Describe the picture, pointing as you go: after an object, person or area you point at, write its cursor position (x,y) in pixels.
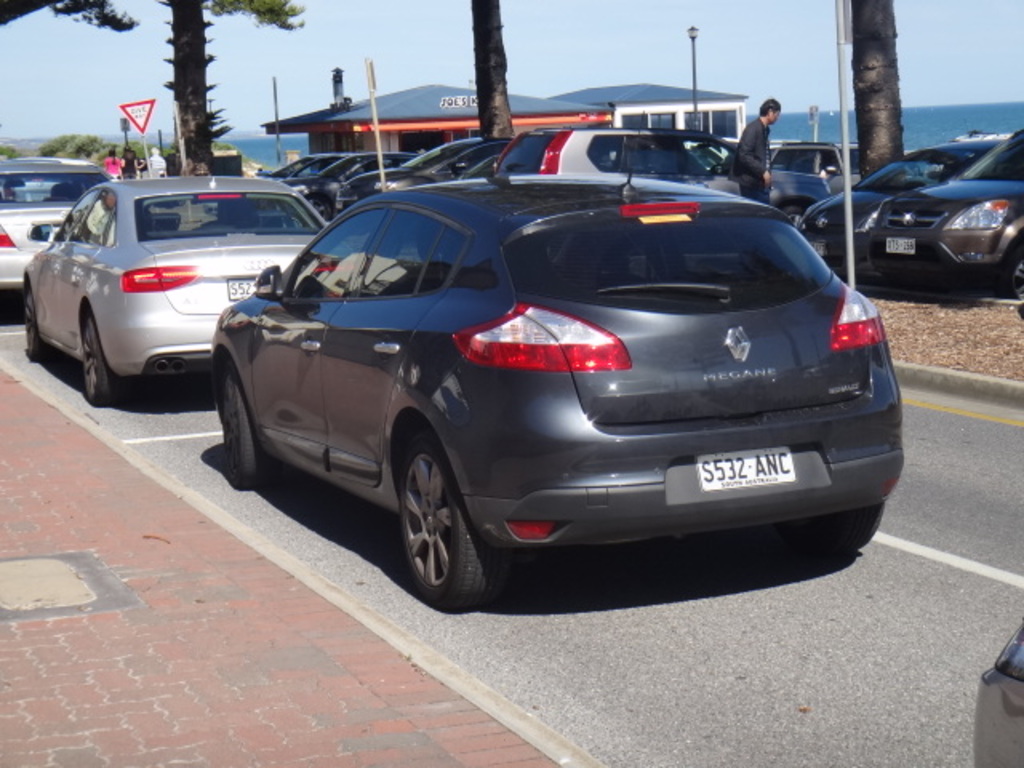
In this image there are cars (350,215) and we can see people (130,170). In the background (63,90) there are trees (190,118), sheds (359,123), poles (373,118) and sky (314,80). We can see a board (140,116).
